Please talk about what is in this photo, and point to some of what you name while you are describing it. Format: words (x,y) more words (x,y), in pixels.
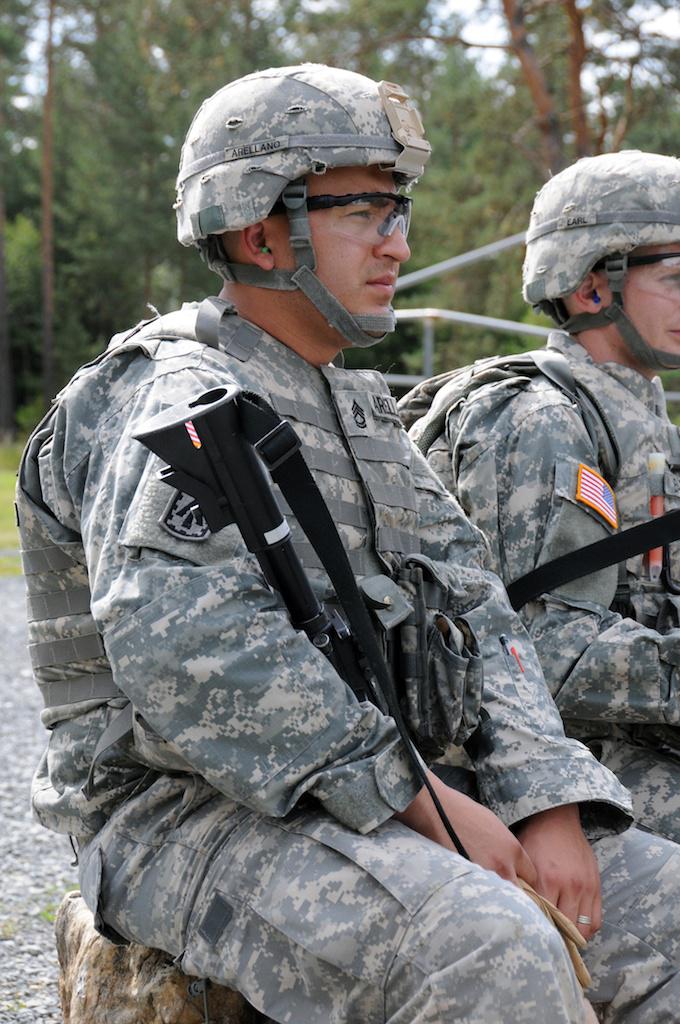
There are two men (631,889) sitting and wore helmets (538,263) and glasses (671,289). Background (520,13) we can see trees (548,56) and grass (5,532).
